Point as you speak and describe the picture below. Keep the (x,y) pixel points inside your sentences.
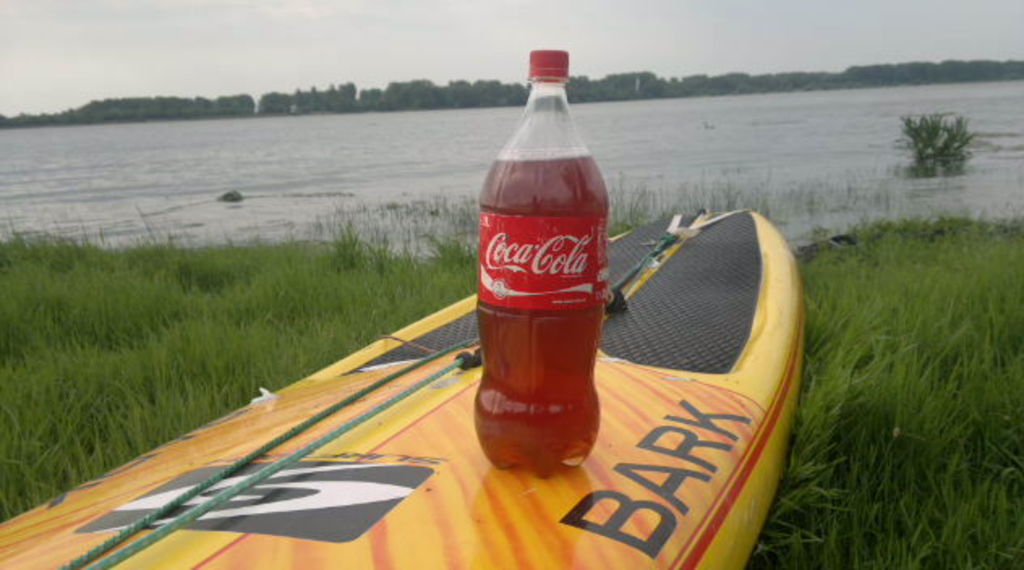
This picture is clicked outside the city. In front of the picture, we see yellow color boat (470,481) like on which BARK is written on it. On top of it, we see cool drink bottle (527,292). Beside that, we see grass (873,308) and behind that, we see water (743,155) in the lake (730,151). Behind that, we see many trees (629,81) and on the top of the picture (243,38), we see sky (306,26).
